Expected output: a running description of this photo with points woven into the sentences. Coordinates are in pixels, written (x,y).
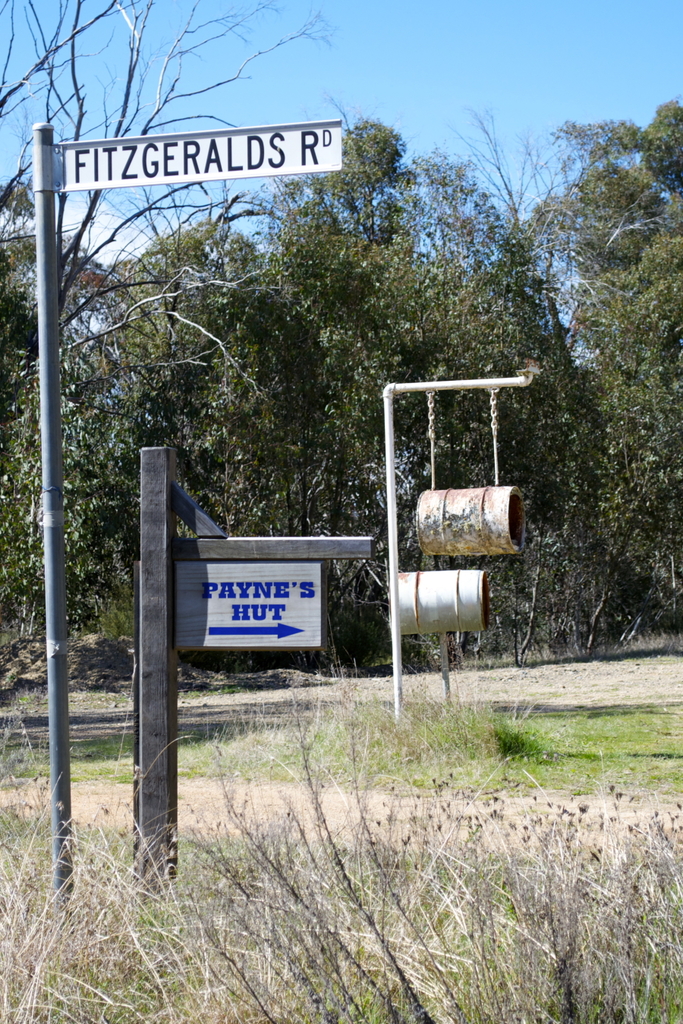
In this image there are two sign boards (222,624) on the left side of this image (214,569) and there are some trees (438,433) in the background (364,419). There is an object (495,500) in middle of this image (427,593) and there are some plants (311,881) in the bottom of this image (403,928) and there is a sky (409,42) on the top of this image (374,83).
